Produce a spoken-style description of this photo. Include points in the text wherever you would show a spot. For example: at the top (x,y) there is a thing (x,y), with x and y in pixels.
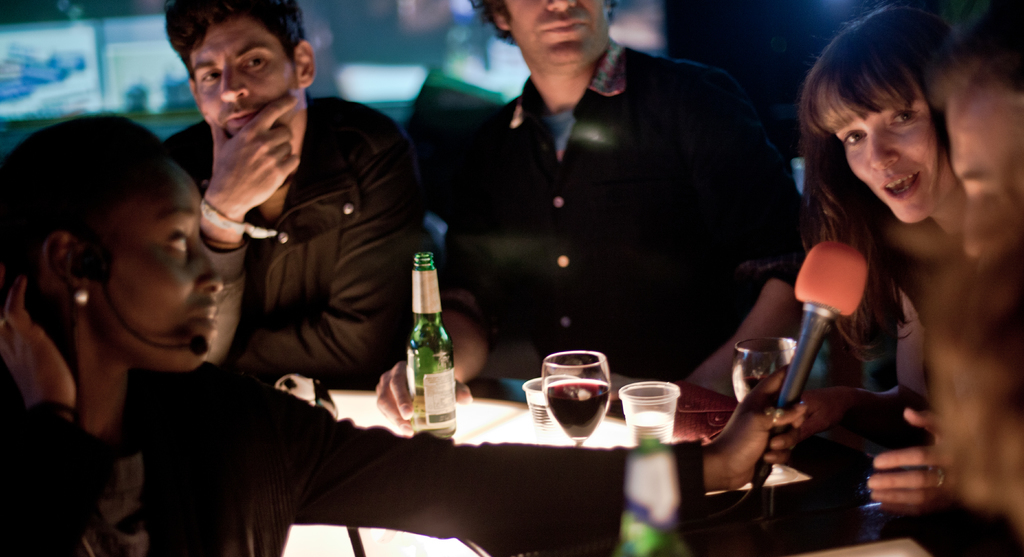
In this picture we can see three men (709,196) and two woman (225,377) they are standing and one woman (182,315) is holding mic (808,283) with her hand (763,427) and other woman (806,229) is talking and in front of them on table (514,433) we have bottle (429,280), glass (587,390) with drink (584,402) in it and in background (399,43) it is screen (389,76).
